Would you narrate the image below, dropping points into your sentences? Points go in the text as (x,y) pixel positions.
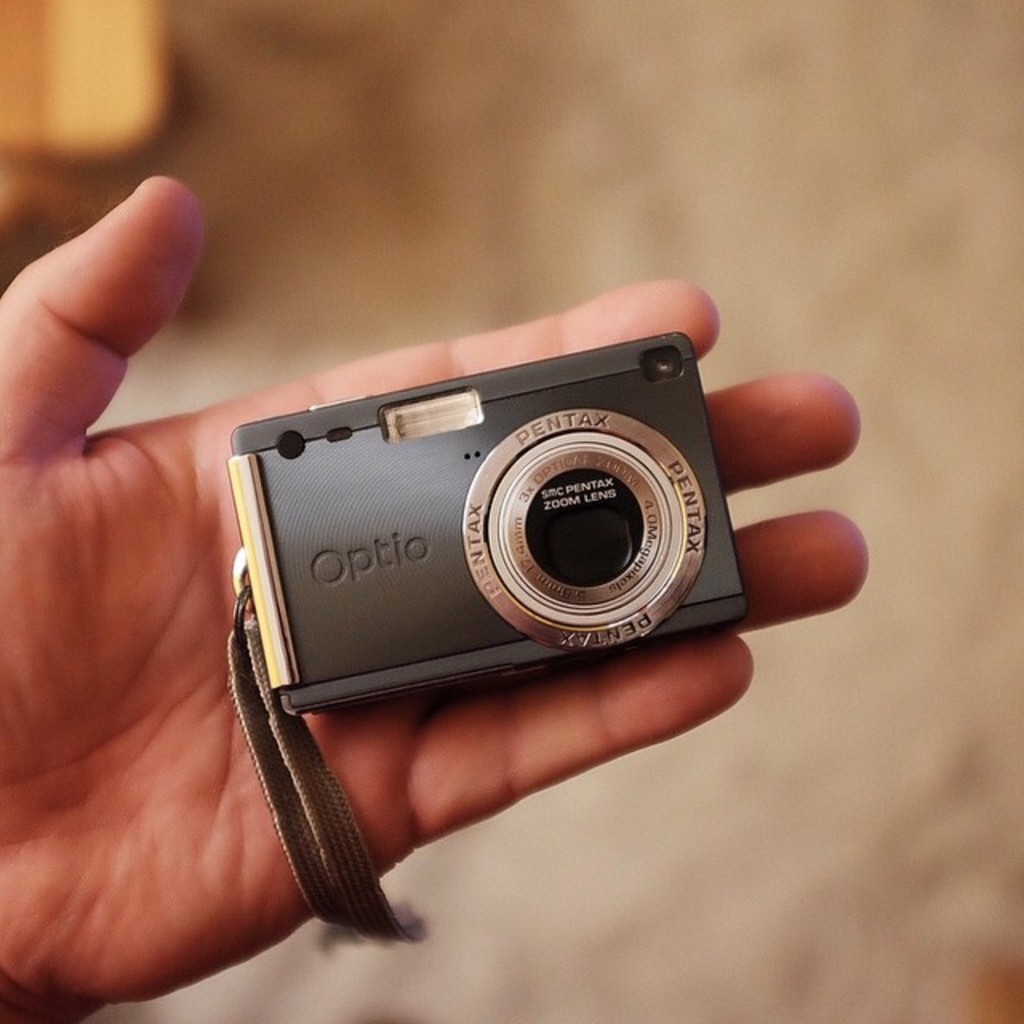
In this picture I can see a camera (321,573) on the person hand (129,472), and there is blur background (987,281).
